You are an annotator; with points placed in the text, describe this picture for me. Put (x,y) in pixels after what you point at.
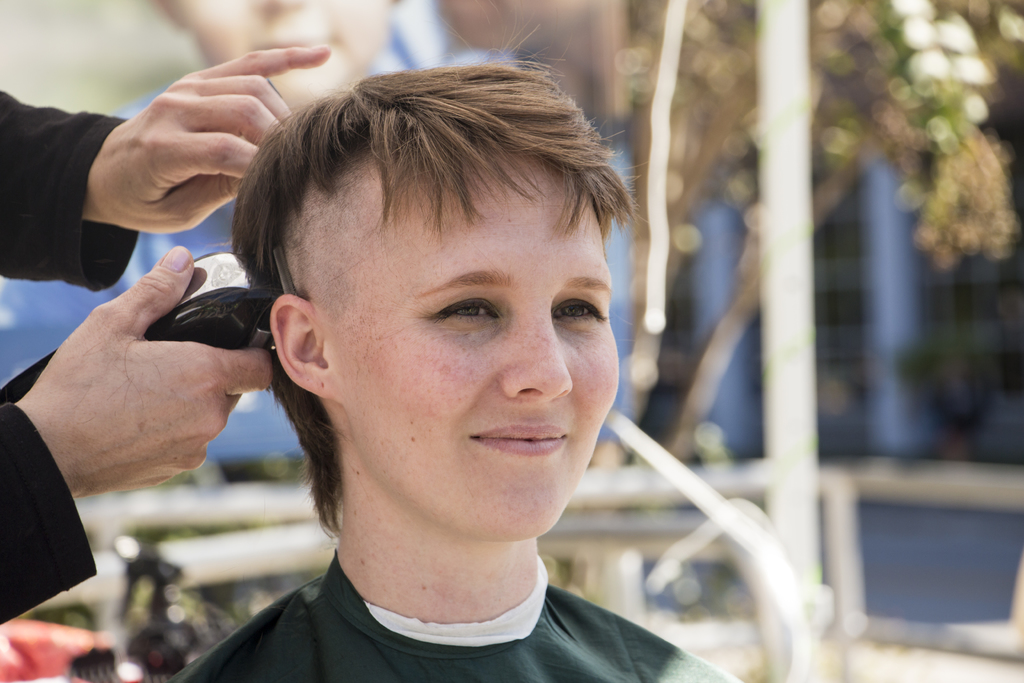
In the foreground of the picture (515,373) there is a woman (272,243). On the left (135,389) there is a person (159,176) holding trimmer (209,310). In the background (706,108) there are trees (738,13), poles (796,271) and other objects (854,387).
